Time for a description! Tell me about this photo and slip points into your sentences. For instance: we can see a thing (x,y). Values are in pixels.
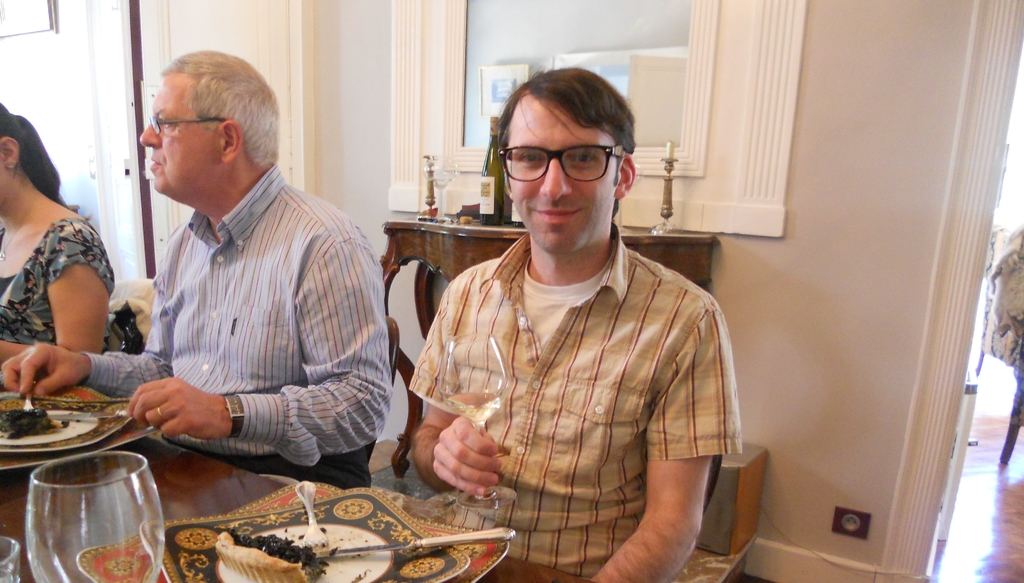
In this image we can see people (73,259) sitting, before them there is a table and we can see plates (397,566), fork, knife (354,547), glasses (147,512) and some food (249,561) placed on the table (26,561). The man (596,526) sitting in the center (540,285) is holding a wine glass (486,421). In the background (824,215) there is a door (970,261), stand (456,249) and a wall (361,140). We can see a bottle (494,203) and candles (427,171) placed on the stand (483,240).
